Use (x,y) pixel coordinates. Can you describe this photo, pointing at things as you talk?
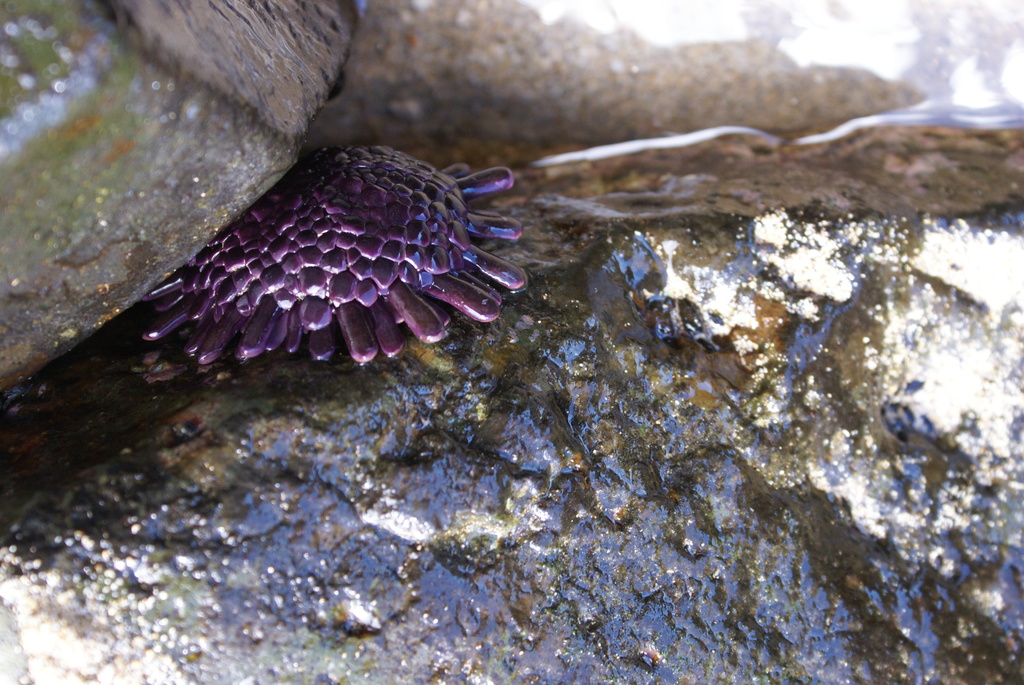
In this image it seems to be a sea urchin (337,253) under the rock (173,158).
